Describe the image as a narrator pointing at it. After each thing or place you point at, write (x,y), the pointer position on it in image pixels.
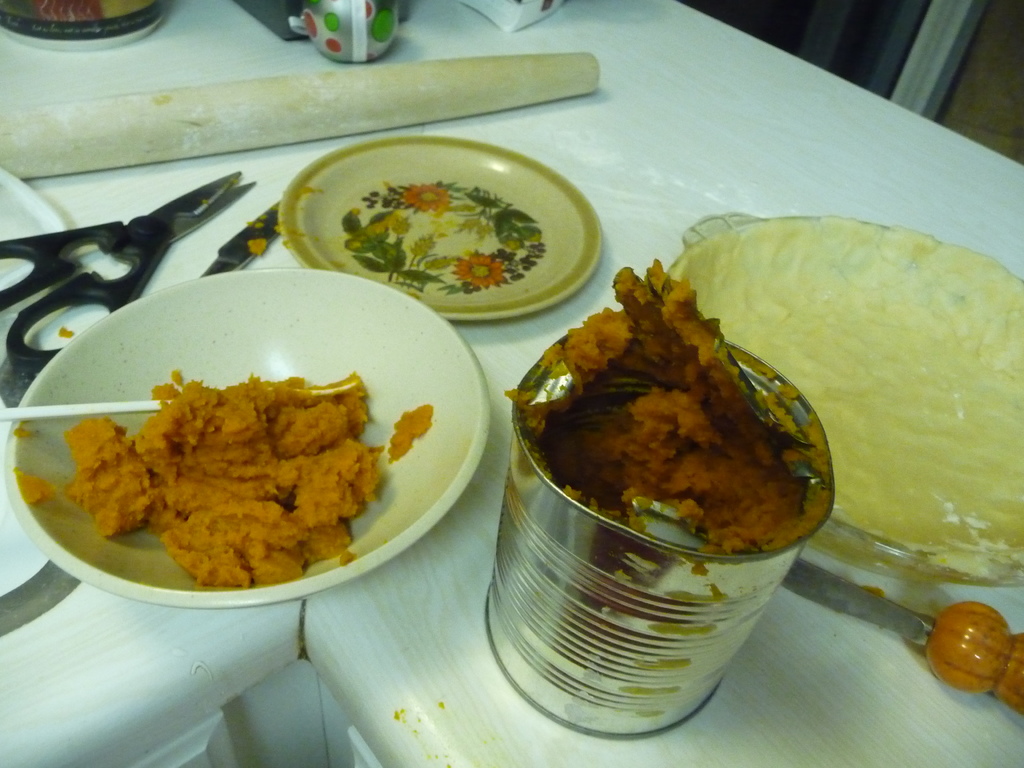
In this image there is a table (476,593) and we can see plates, bowl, tin (607,674), dough (909,348), knife (248,240), scissor (154,251), food (295,385) and some objects (350,83) placed on the table (352,624).
